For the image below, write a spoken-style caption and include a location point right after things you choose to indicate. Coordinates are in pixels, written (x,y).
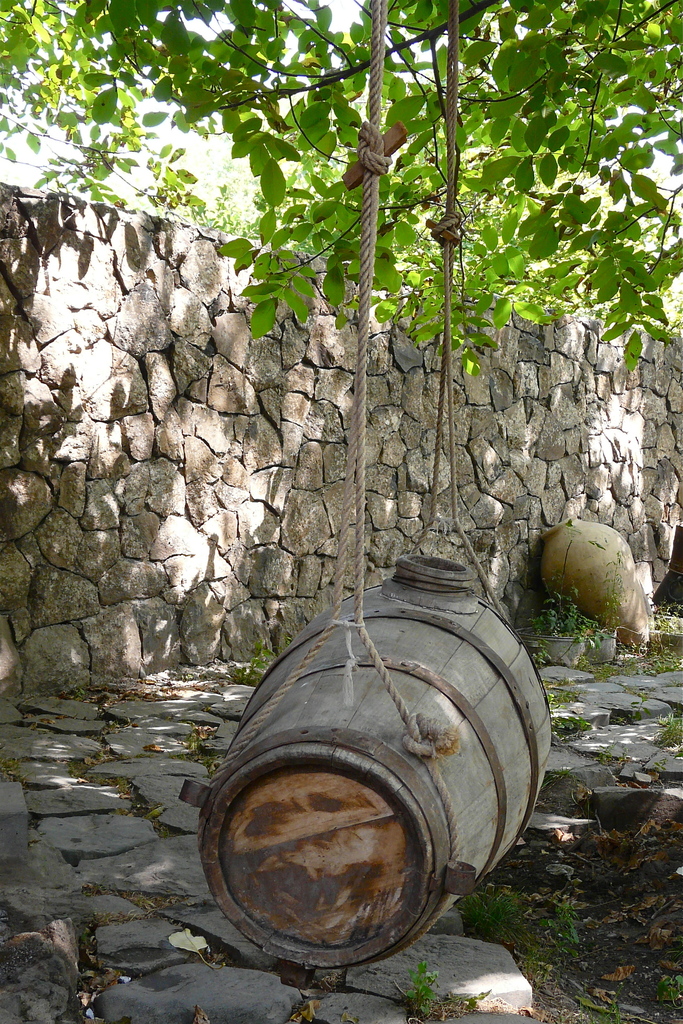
In this image, I can see a wooden barrel (361,744), which is hanging with the ropes (381,25). On the right side of the image (620,610), I can see a flower vase (597,652). In the background (367,419), there are trees (416,197) and a wall (509,513). At the bottom of the image (142,936), I can see the rocks (171,951).
